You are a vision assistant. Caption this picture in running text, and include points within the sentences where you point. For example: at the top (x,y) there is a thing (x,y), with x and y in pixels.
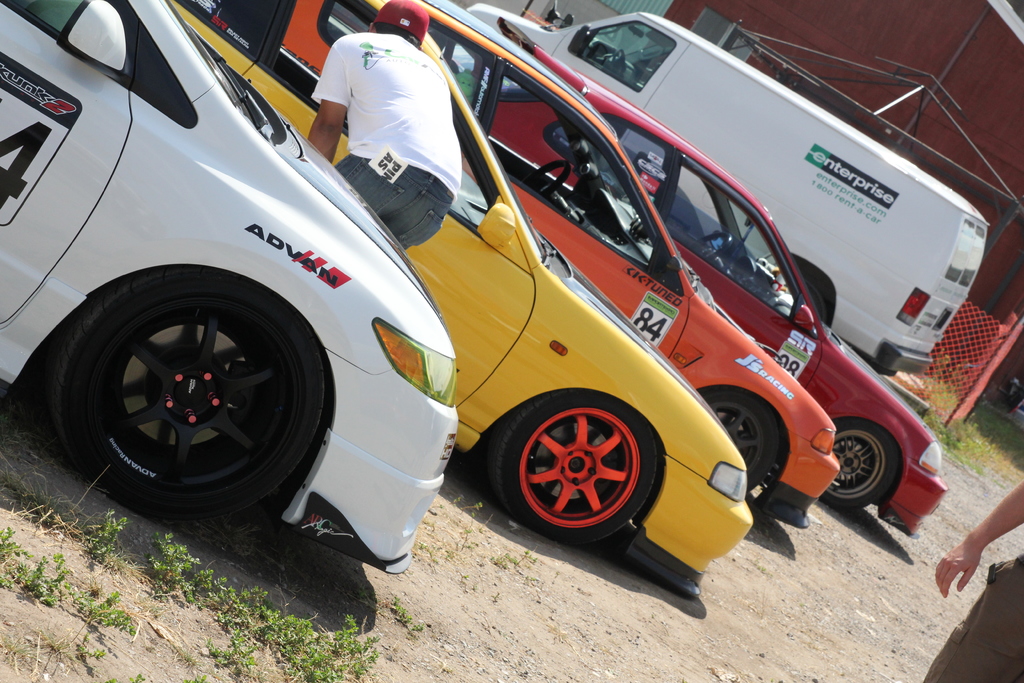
In this image we can see some vehicles (480,332), person (353,117) and other objects (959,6). In the background of the image (934,35) there is a fence (998,343), grass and other objects (993,264). On the right side of the image (952,574) it looks like a person (975,637). At the bottom of the image (291,631) there is a rocky surface (744,647), plants (289,647) and other objects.
